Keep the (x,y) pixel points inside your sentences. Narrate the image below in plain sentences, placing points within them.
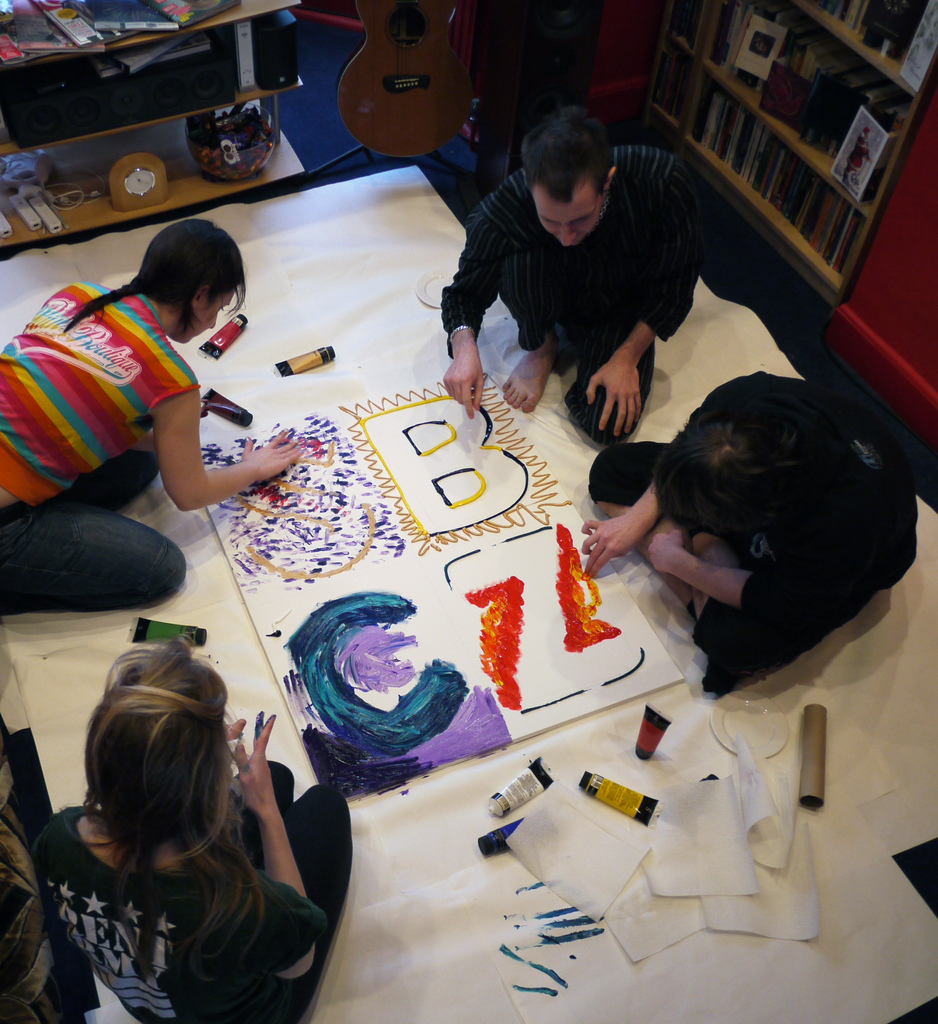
In this image there are people (756,606) on the floor (301,324). There is a board (511,612), papers (586,894) and few objects (810,750) on the floor (354,304). People (194,436) are painting on the board (439,566). Top of the image (394,129) there is a guitar (402,57). Beside there is a rack (52,148) having books (175,51) and few objects (119,113). Right side (796,185) there is a rack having books (813,191) and few objects (799,81).
